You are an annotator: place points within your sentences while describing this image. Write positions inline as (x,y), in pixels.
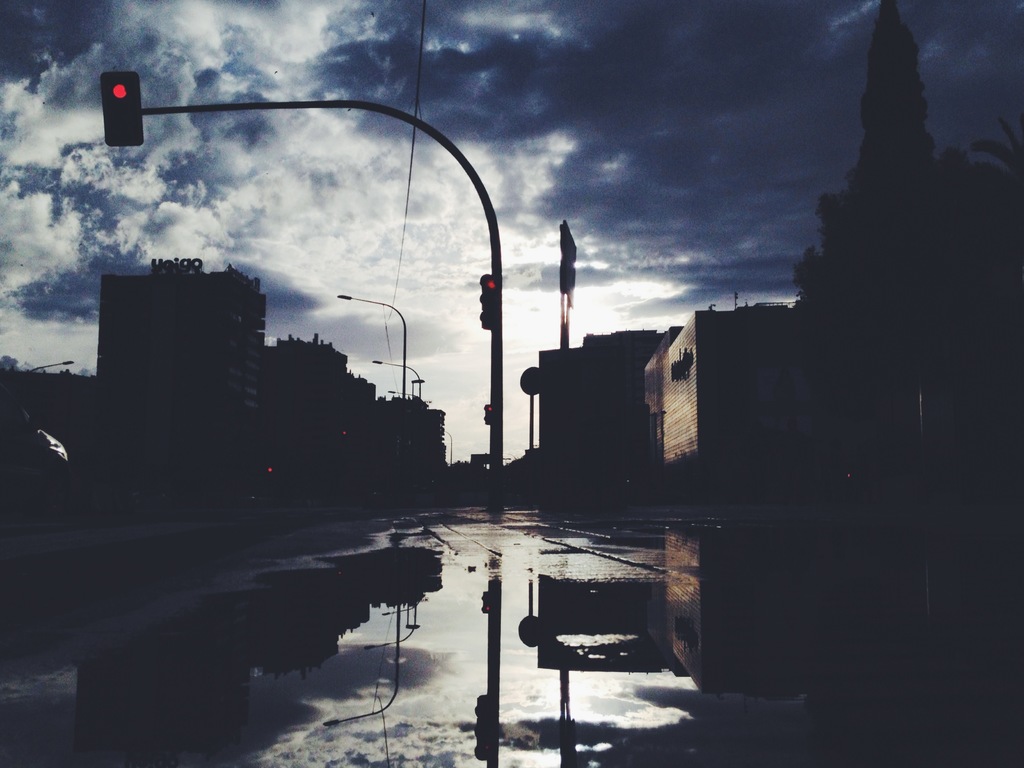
In the center of the image (492,291) we can see traffic signals (113,127) on pole (499,358). In the background (796,478), we can see a group of buildings (798,459) and the cloudy sky (600,52). In the foreground (560,602) we can see water (386,605).
